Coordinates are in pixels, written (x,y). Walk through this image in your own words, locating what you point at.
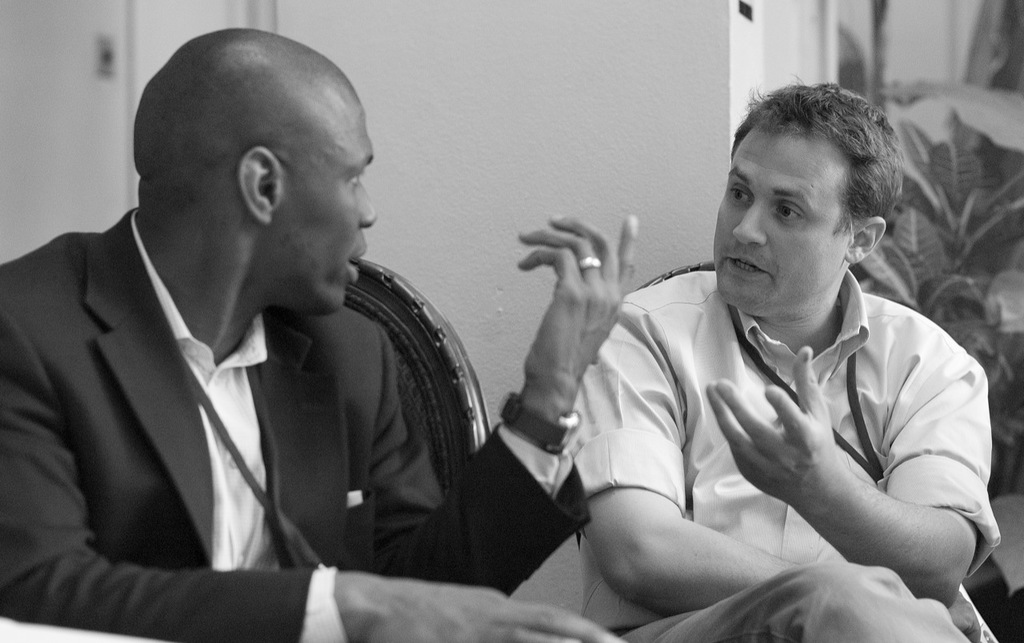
In this image I can see two persons (581,275) sitting. In the background (945,259) I can see few plants (913,296) and the wall (558,140) and the image is in black and white.
